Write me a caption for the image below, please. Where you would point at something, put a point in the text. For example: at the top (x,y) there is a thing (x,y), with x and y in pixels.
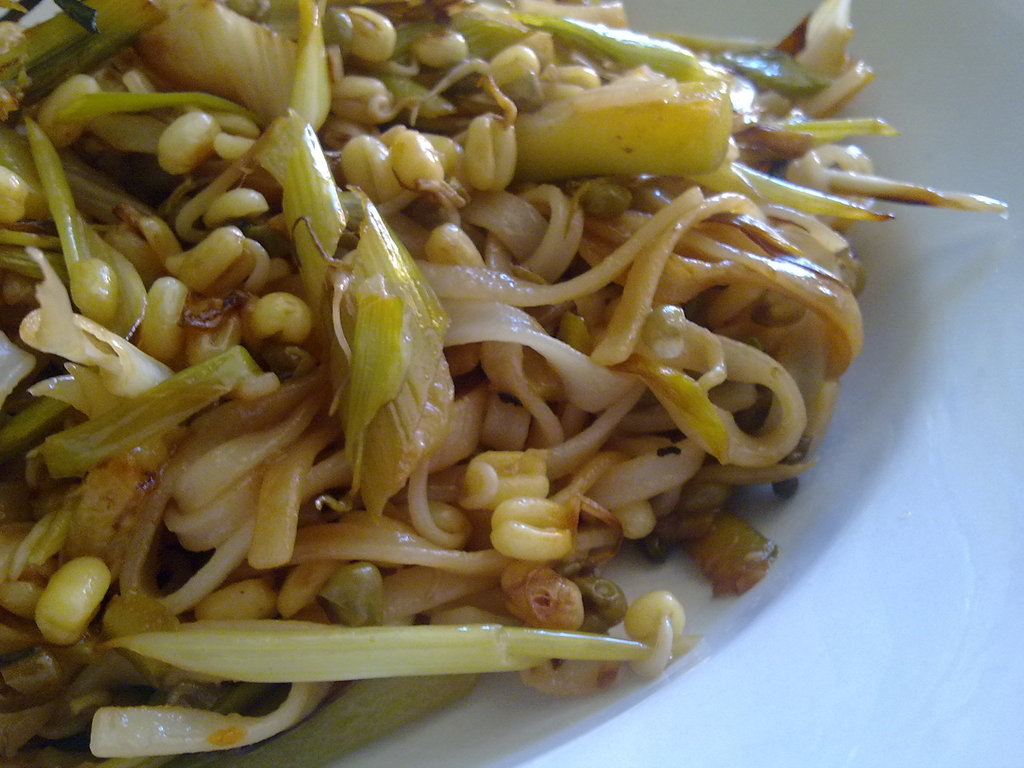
Here we can see noodles (286,508) and some other food items (370,301) in a plate (720,708).
